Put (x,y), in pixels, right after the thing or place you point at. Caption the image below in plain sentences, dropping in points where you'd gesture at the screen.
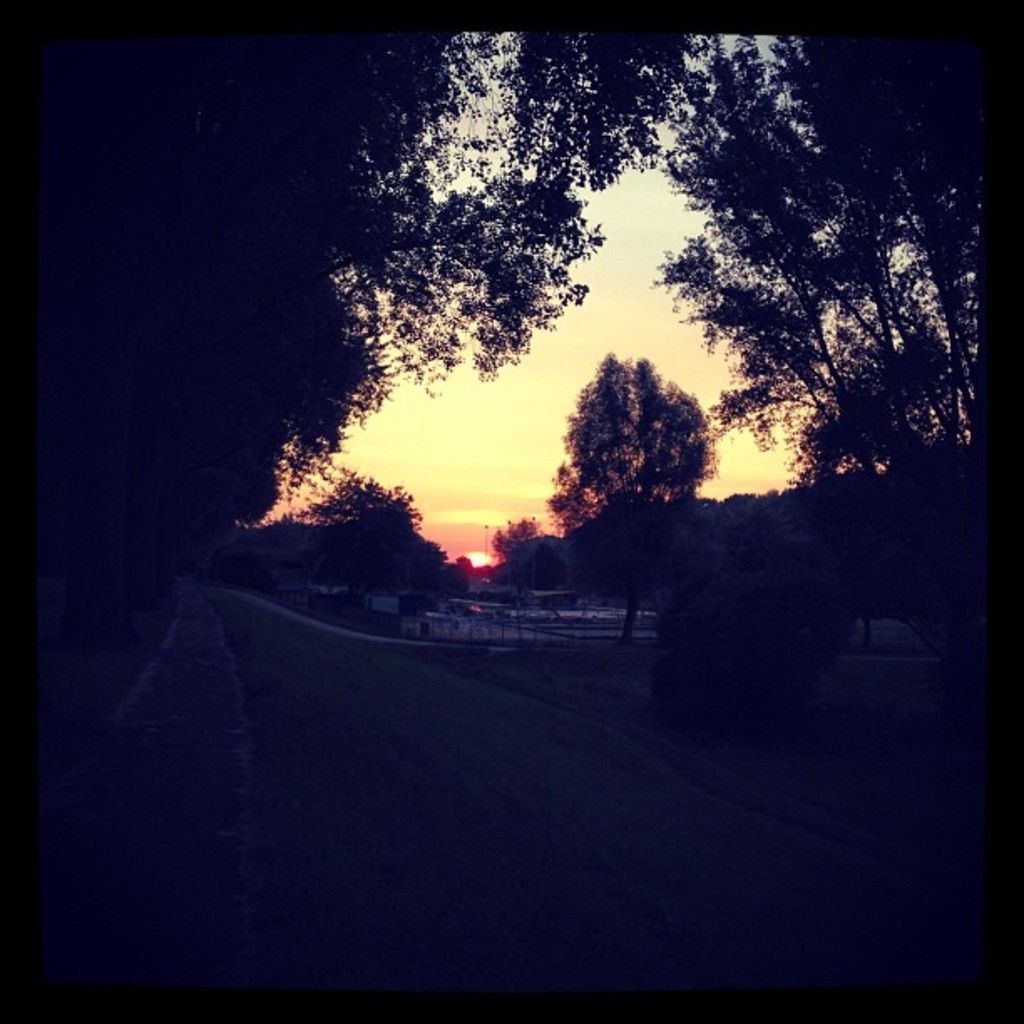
In this image I can see few trees (678,421). In the background (459,614) I can see few buildings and I can also see the sun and the sky (519,365) is in yellow and orange color.
